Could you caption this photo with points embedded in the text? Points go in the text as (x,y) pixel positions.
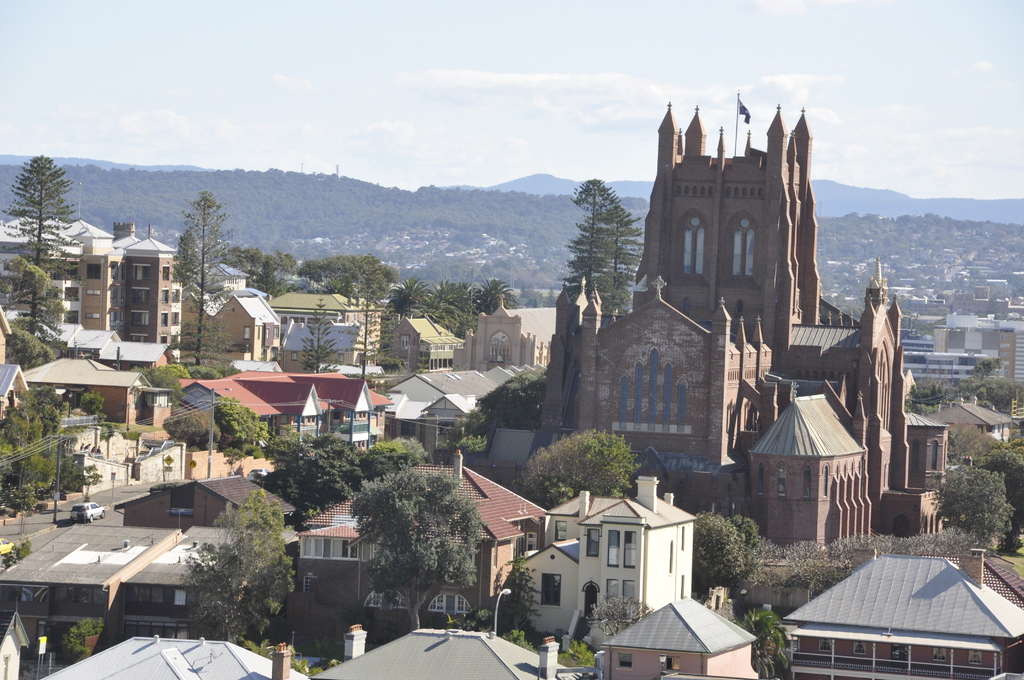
This is an aerial view image of a city (512,609), there is a church (747,302) on the right side (780,393) with buildings (394,351) all around it with plants (705,554) in front of it, in the back (351,180) there are hills (460,202) covered with trees (847,243) and above its sky (467,84) with clouds (570,84).
